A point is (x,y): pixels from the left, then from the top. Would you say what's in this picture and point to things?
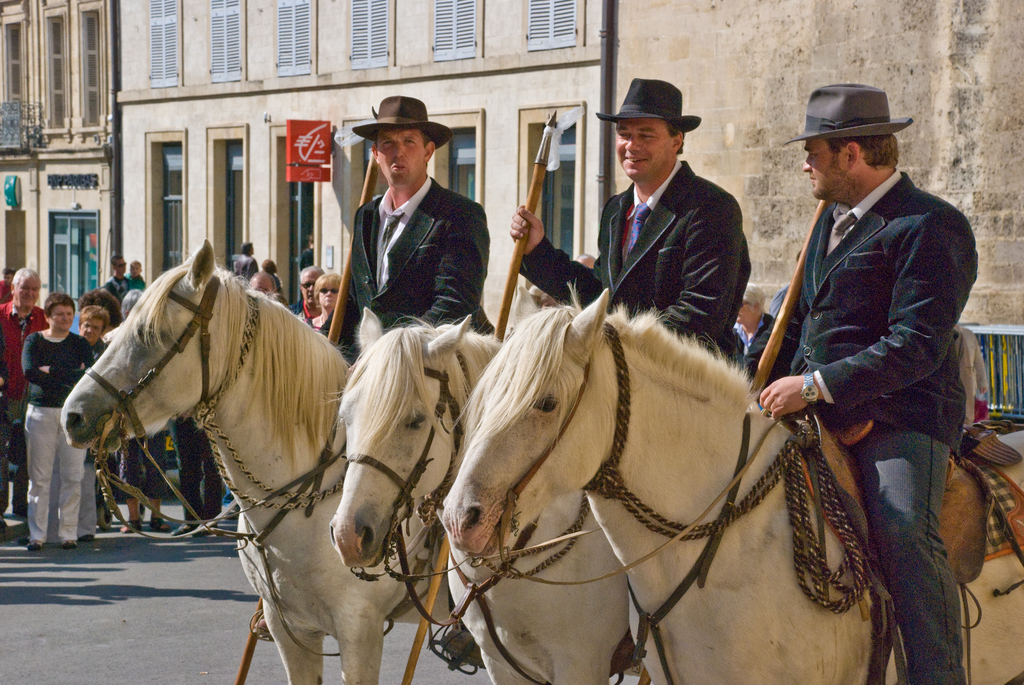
In this image I can see three men (895,141) are sitting on horses (651,343). I can also see all of them are holding sticks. In the background (23,387) I can see few more people (75,491) and number of buildings (243,81).
